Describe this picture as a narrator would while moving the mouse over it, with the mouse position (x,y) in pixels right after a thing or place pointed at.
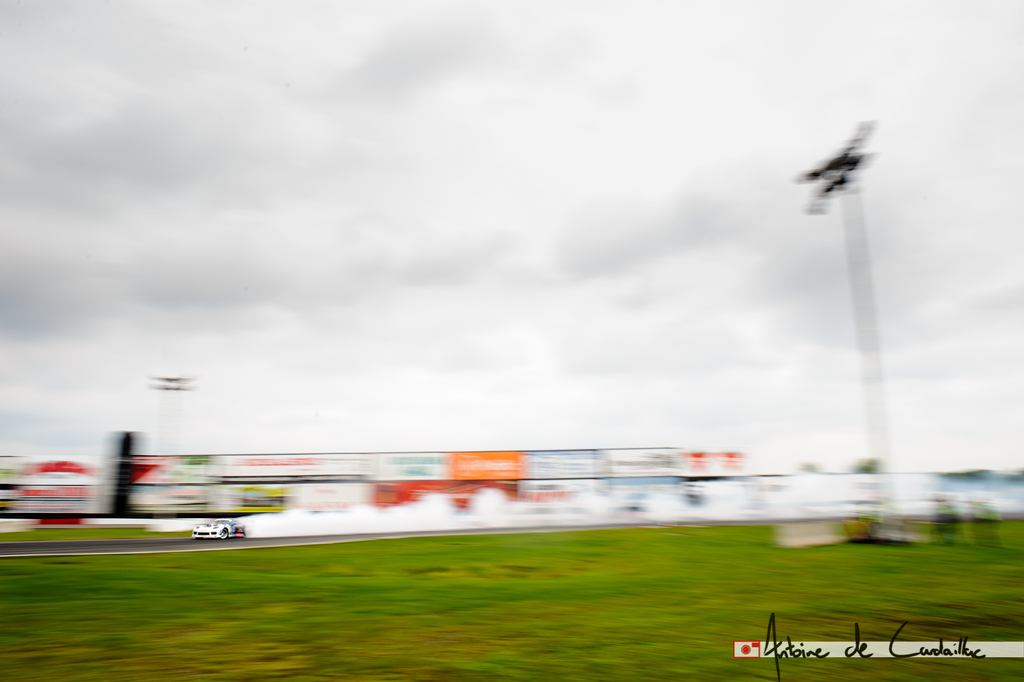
The image is blurred. In the foreground of the picture (705,524) there are grass (239,588), pole (880,356), people (859,530) and a car (202,532) on the track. In the center of the picture (605,449) there are banner (295,486), boards (175,462), and a pole (176,388). Sky (162,320) is cloudy.
